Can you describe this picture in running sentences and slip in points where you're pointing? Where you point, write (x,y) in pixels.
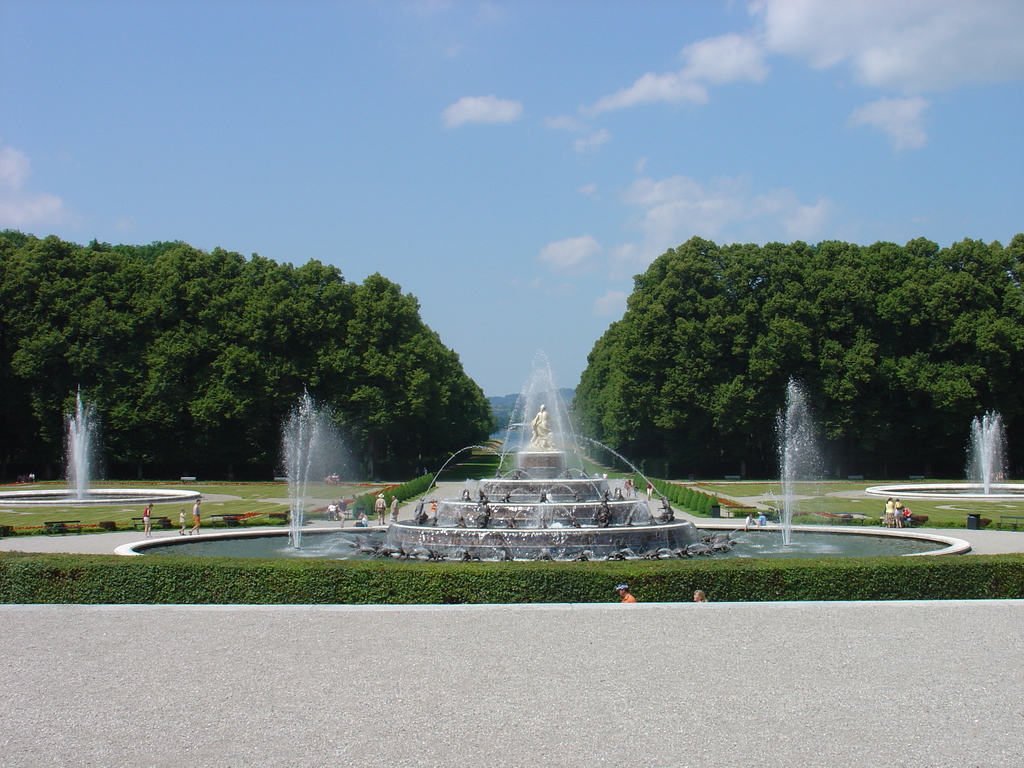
In this image in the center (572,500) there is a fountain (795,456) and grass (111,517), statue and some people (383,510) walking and there are some plants (337,596). At the bottom (567,684) there is walkway (787,615), in the background (374,364) there are trees (901,350). At the top (466,136) there is sky (422,111).
